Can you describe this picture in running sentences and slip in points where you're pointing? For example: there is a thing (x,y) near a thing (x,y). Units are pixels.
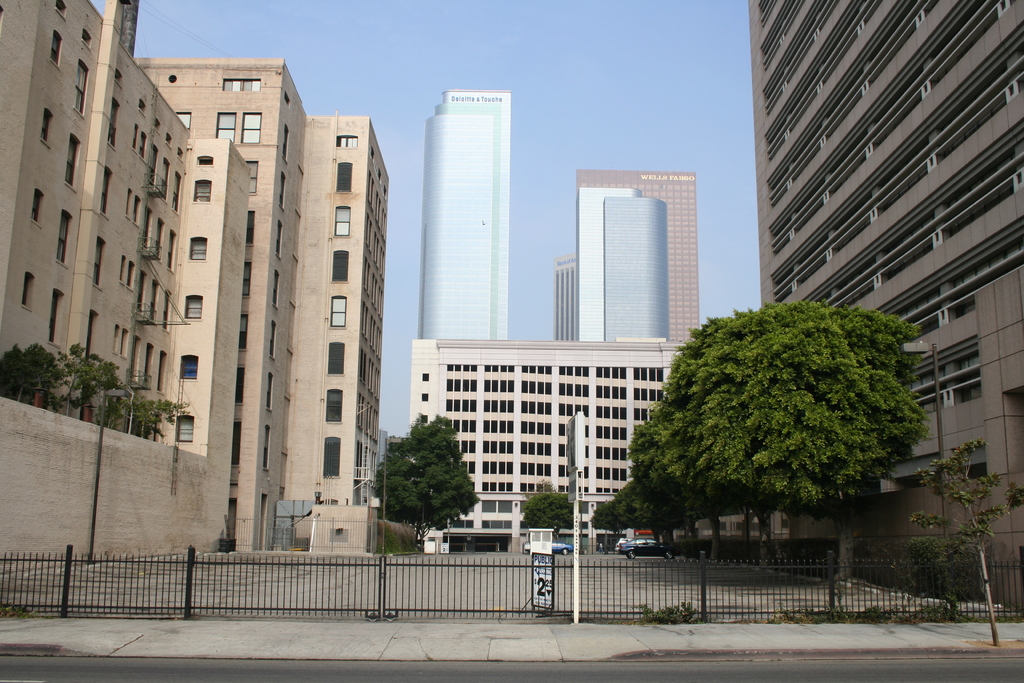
In this image, we can see some trees (650,493) in between buildings (356,325). There is a fencing (513,609) at the bottom of the image (523,611). There is a building (451,357) in the middle of the image (622,396). In the background of the image (409,212), there is a sky (390,100).
